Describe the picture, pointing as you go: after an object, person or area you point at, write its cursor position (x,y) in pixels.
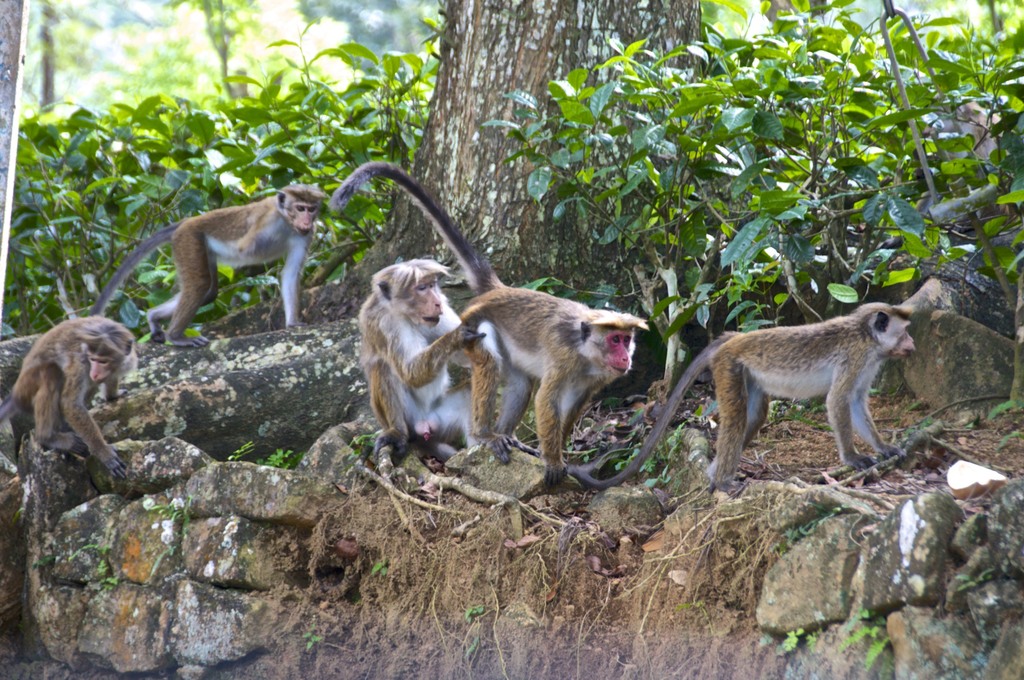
In this image we can see some monkeys (394,335) on the rocks (327,348), there are plants (962,85), trees (602,130), and the background (721,23) is blurred.
